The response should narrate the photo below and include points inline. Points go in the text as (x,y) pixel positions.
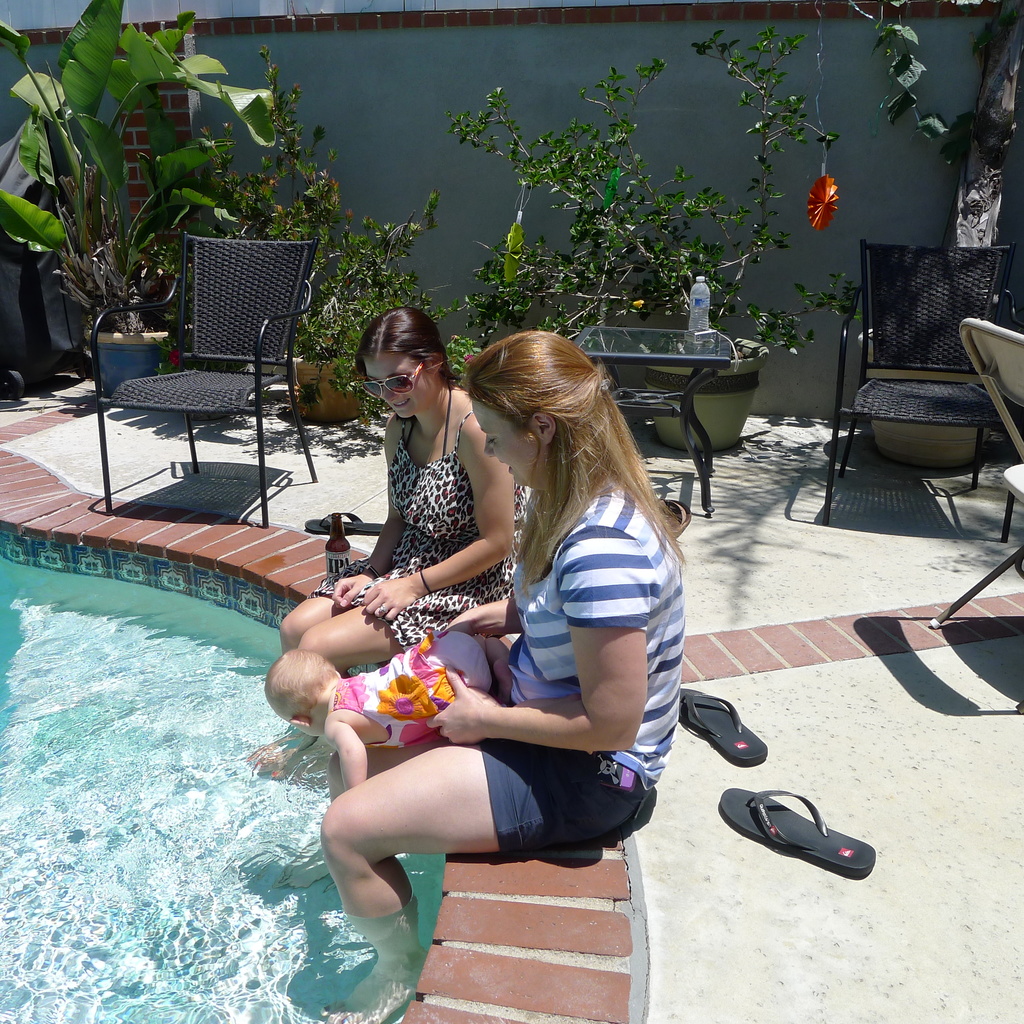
In this image we can see women (519,475) sitting on the pavement (588,867) of the pool (407,853) and holding a baby (440,705). In the background (103,146) we can see plants (515,177), chairs (190,368), side tables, slippers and walls (491,232).
